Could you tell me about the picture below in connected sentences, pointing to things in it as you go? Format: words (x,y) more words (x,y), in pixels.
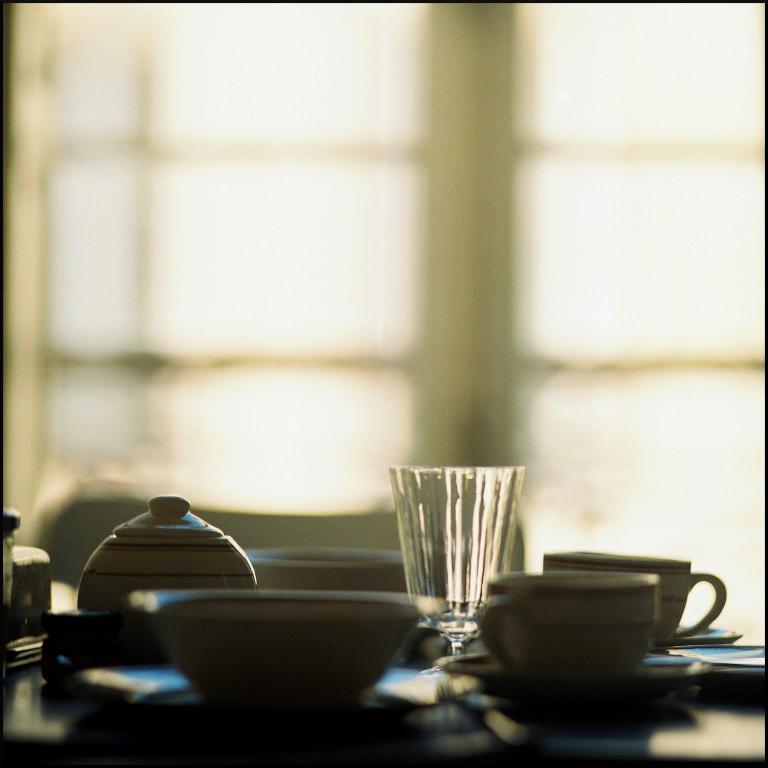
In this picture we can see a glass (415,518), bowl (192,619) and couple of cups (596,664) on the table (657,708).
